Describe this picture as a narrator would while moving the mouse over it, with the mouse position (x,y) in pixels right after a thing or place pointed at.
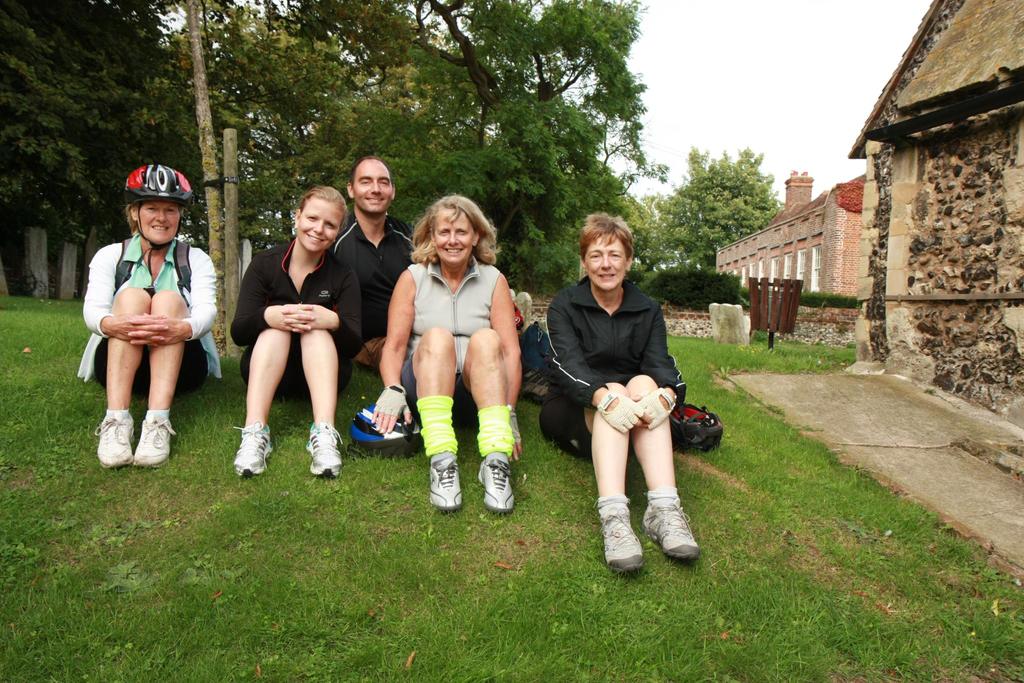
In this image we can see one man (380,173) and four women (407,351) are sitting on the grassy land (739,578). Behind them trees (349,142), bamboo pole (232,195) and houses (771,240) are there.
